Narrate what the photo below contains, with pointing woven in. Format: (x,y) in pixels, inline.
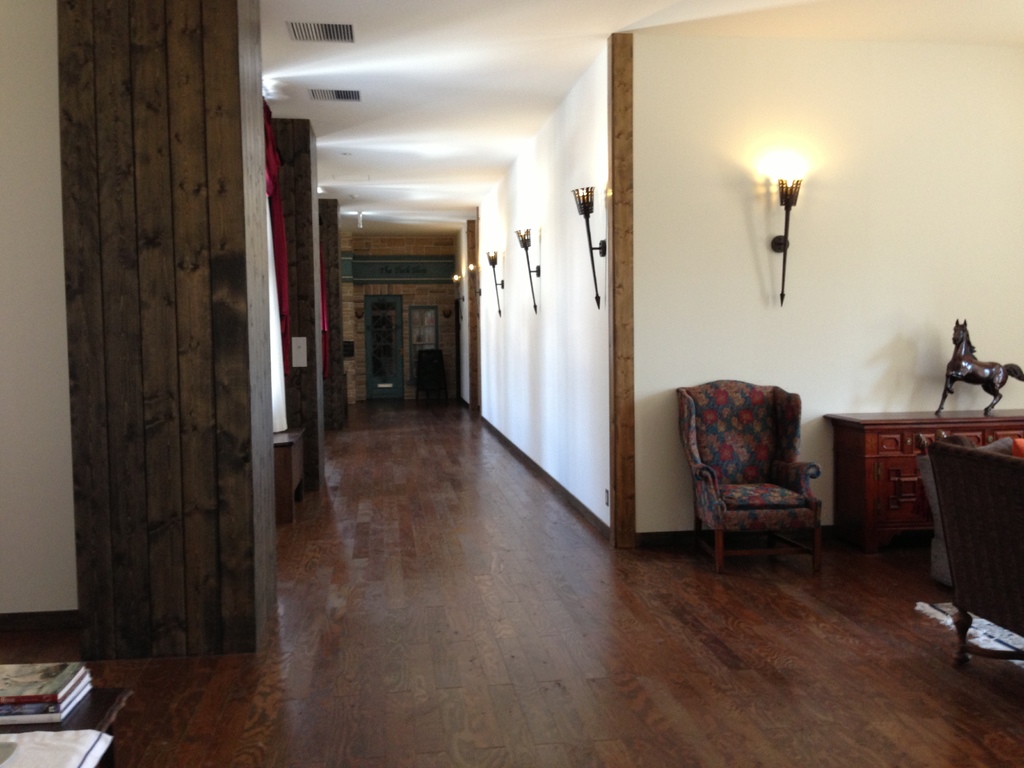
This picture shows inner view of a room (883,479) we see a chair (736,406), a light (786,216) and a toy (987,413) and few books (47,720) on the table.
